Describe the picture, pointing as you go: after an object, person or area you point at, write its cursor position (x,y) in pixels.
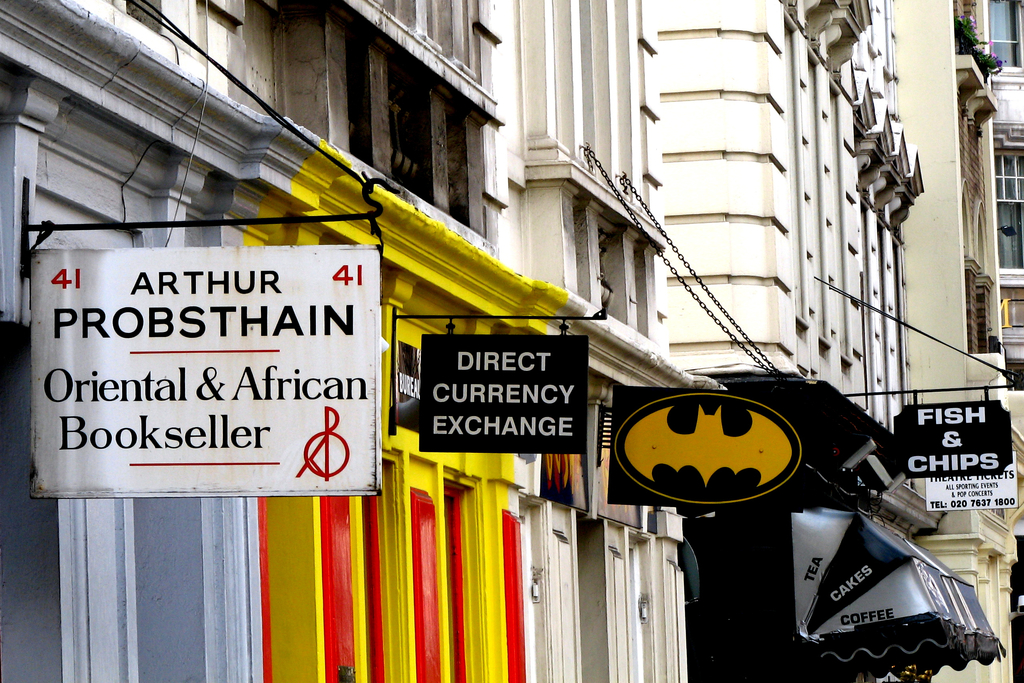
In this picture there are buildings (534,264). In the center of the picture (499,398) there are boards (459,425).
